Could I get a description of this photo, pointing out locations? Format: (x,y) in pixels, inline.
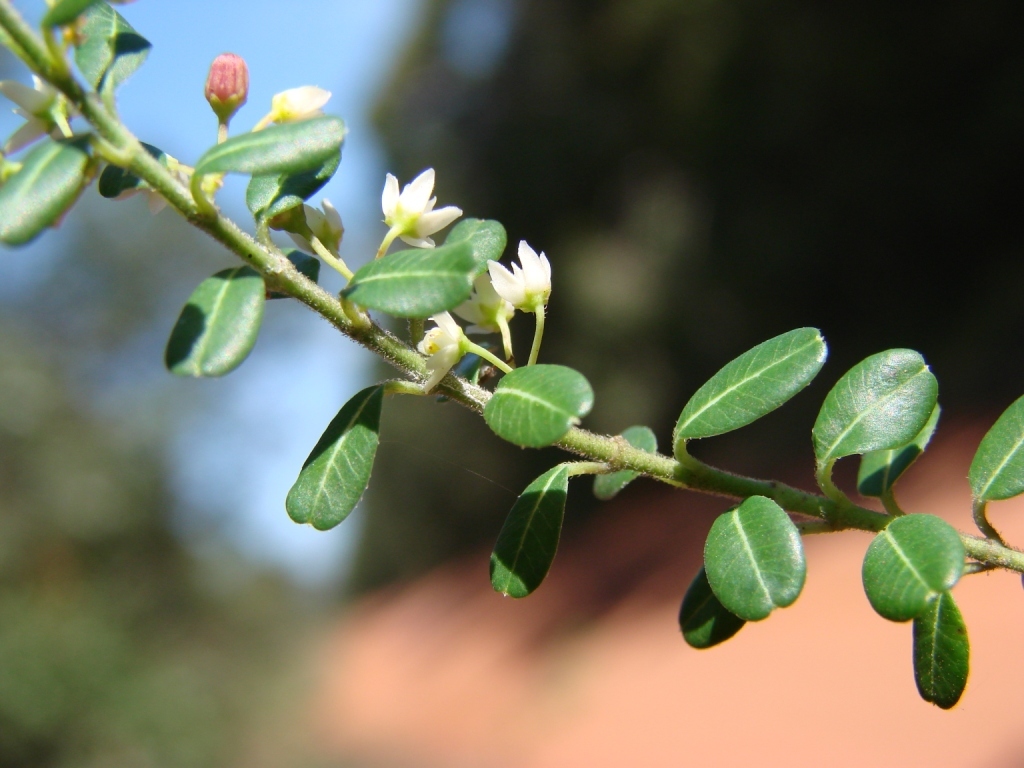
In this picture there are white color flowers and buds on the plant (426,369). At the back (180,245) the image is blurry.
